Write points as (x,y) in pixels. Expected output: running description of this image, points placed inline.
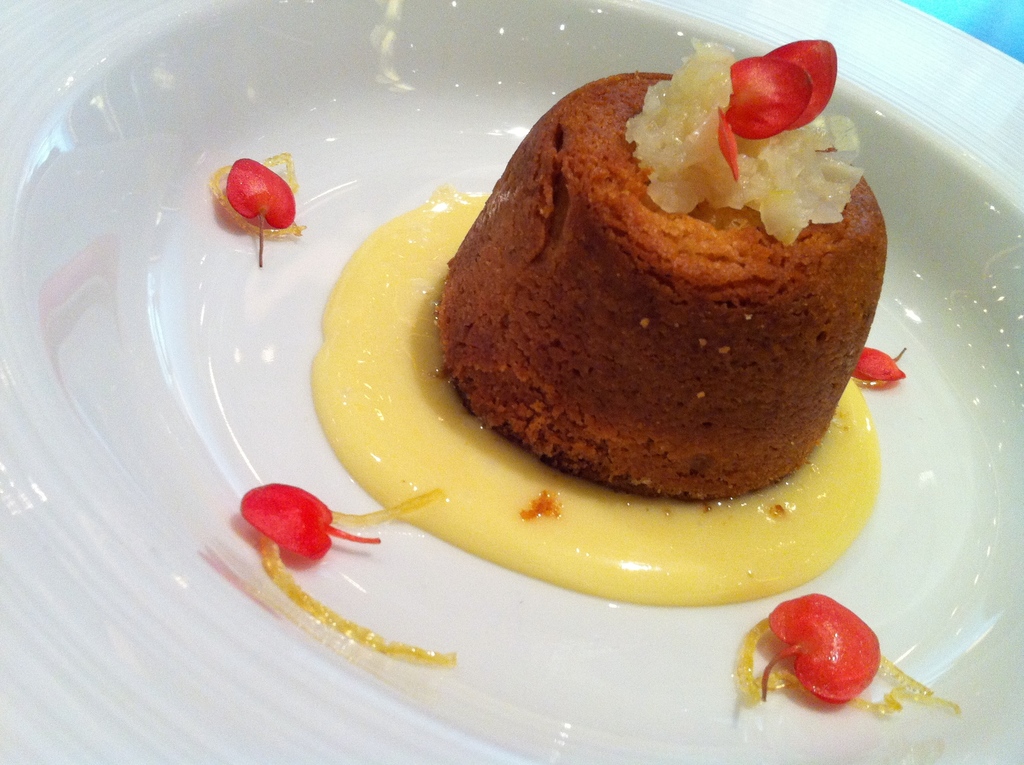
Here in this picture we can see a cake (656,390) present on a plate (112,135) over there and on that plate (672,717) we can see cream (402,406) present and we can also see red petals (235,202) present around it and at the top of it we can see some food (690,112) also present over there.
